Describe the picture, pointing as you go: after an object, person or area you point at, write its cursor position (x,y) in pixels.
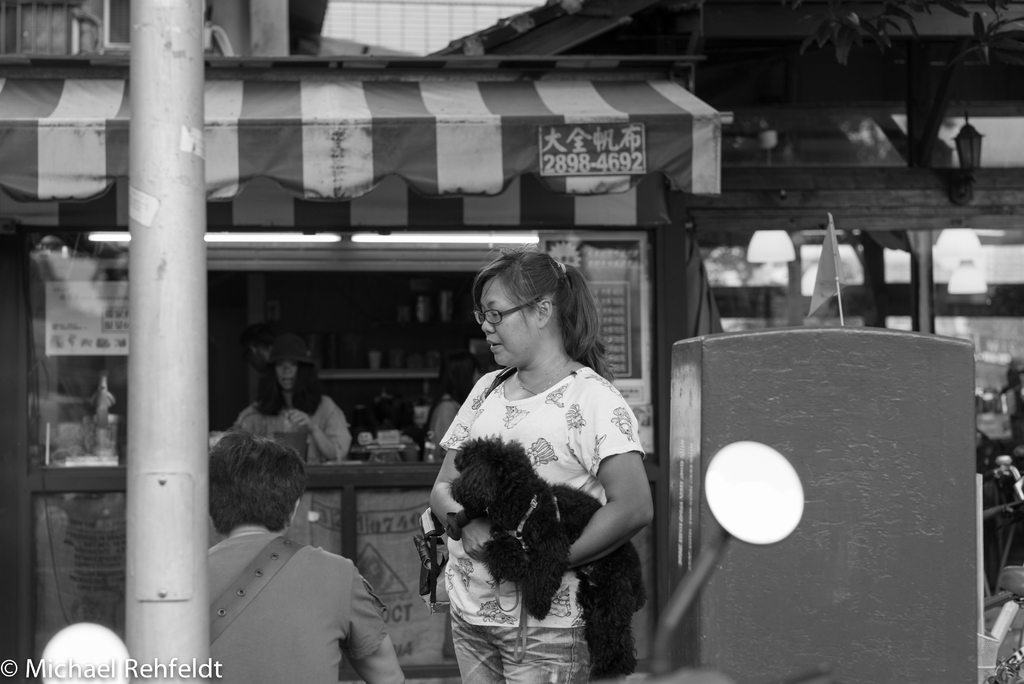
This picture is clicked outside there is a woman (503,398) wearing t-shirt (523,408), sling bag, holding a dog (526,551) and standing. On the left (287,486) we can see the two persons (313,652) and a metal rod (186,206). On the right (744,478) there is a mirror (731,490) and we can see many other objects (900,279). In the center (586,266) we can see the tents (7,166) and many other objects (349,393). In the top right corner (861,23) we can see the leaves (842,25) and a lamp (966,157). In the bottom left corner (92,669) there is a text (78,668) on the image.
